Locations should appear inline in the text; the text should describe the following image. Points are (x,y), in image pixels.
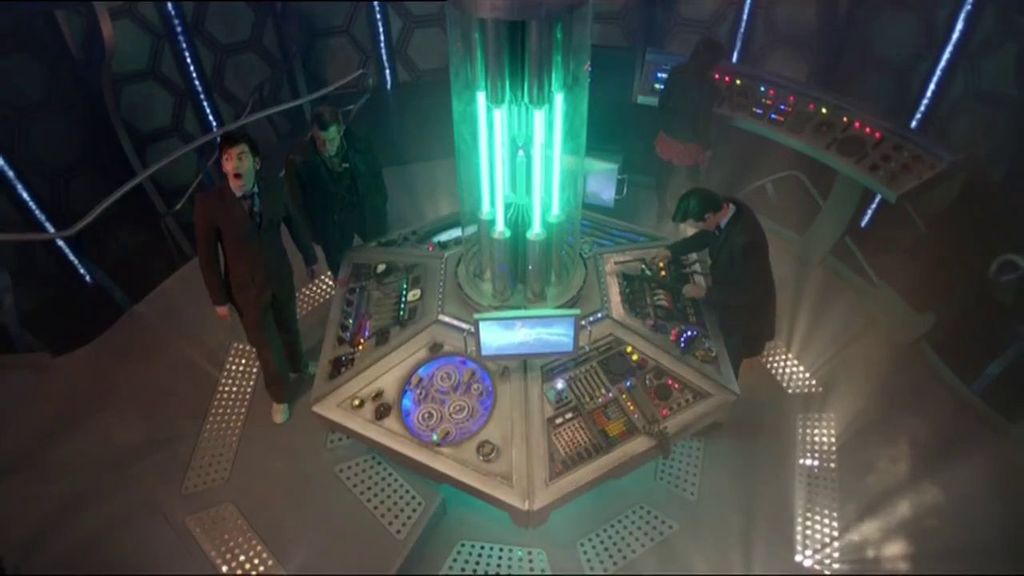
In this image I can see the group of people (710,193). In-front of the people (761,236) I can see the electronic machine (537,261), lights (483,164) and the screen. To the right (840,161) I can see one more electronic device (812,127). These people (678,140) are standing inside the building (122,297).
